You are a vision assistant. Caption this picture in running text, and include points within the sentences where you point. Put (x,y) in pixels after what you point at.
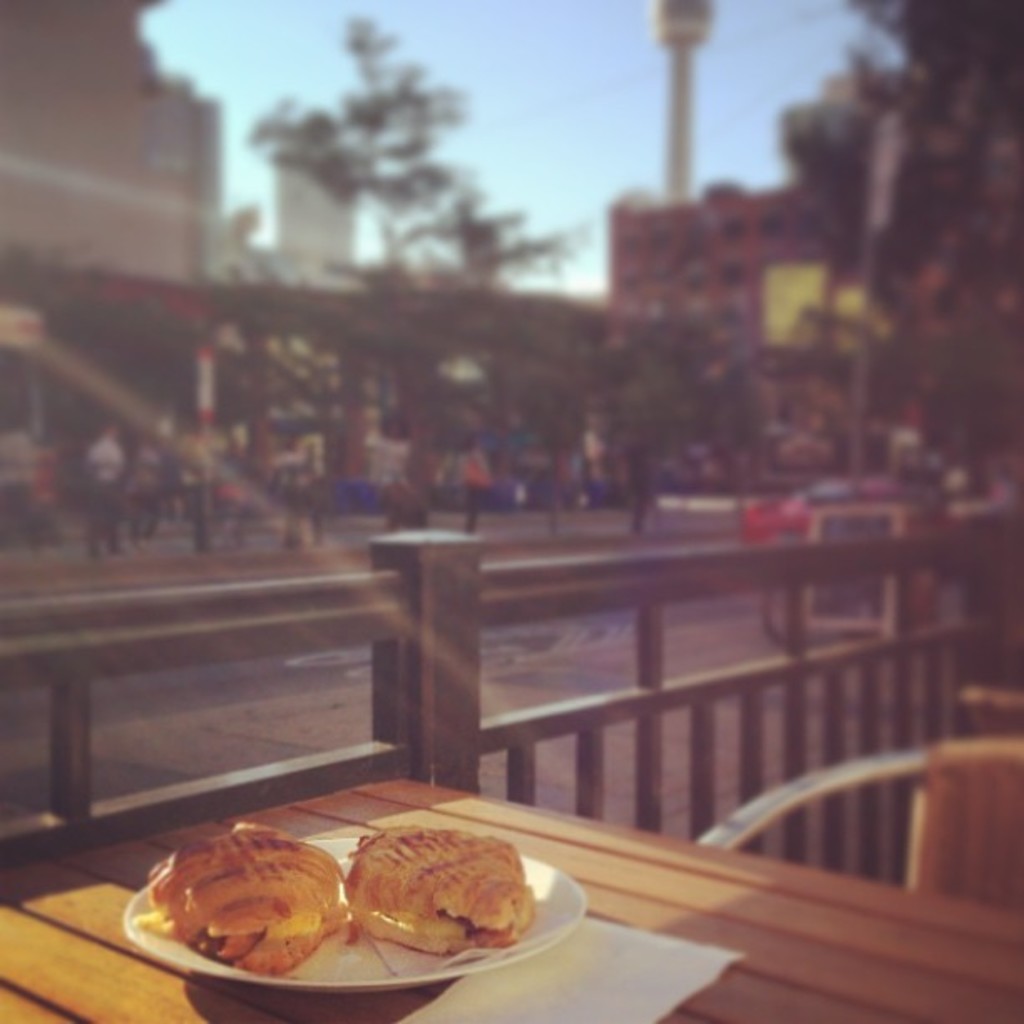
In this image there is a table (859,996) having a plate (352,979). On the plate (322,965) there is some food (329,936). Right side there is a chair (962,764). Few persons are on the pavement (67,530) having few trees (674,428). Background (196,265) there are few buildings (763,423). Top of the image (537,95) there is sky (551,98).
